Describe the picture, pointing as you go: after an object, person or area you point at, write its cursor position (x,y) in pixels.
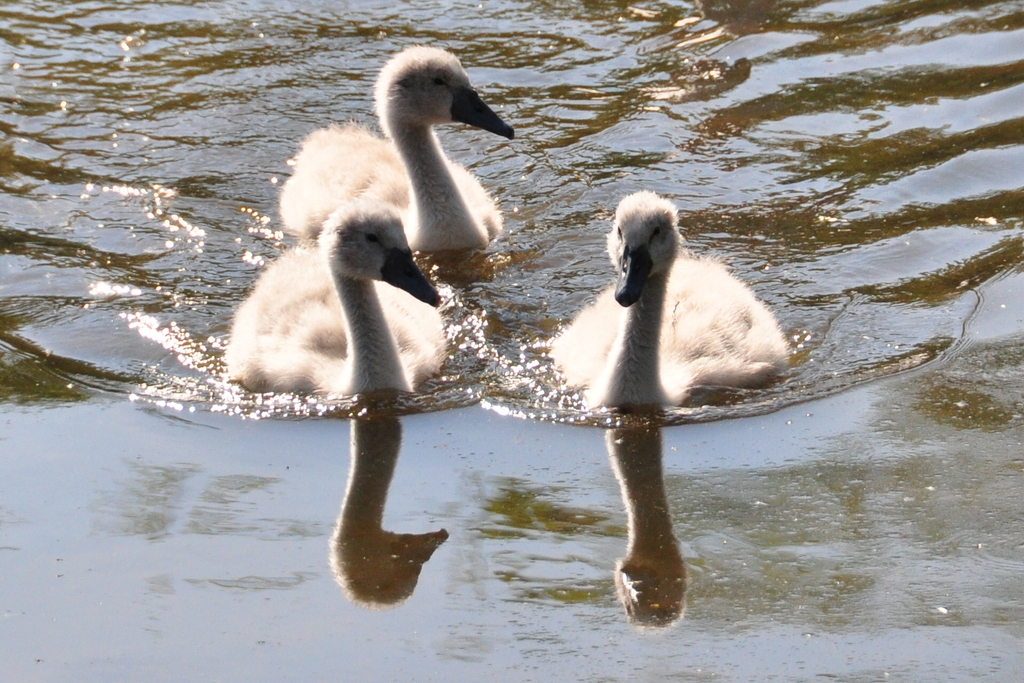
In the picture I can see three white color swans (359,308) are floating in the water (584,74).
